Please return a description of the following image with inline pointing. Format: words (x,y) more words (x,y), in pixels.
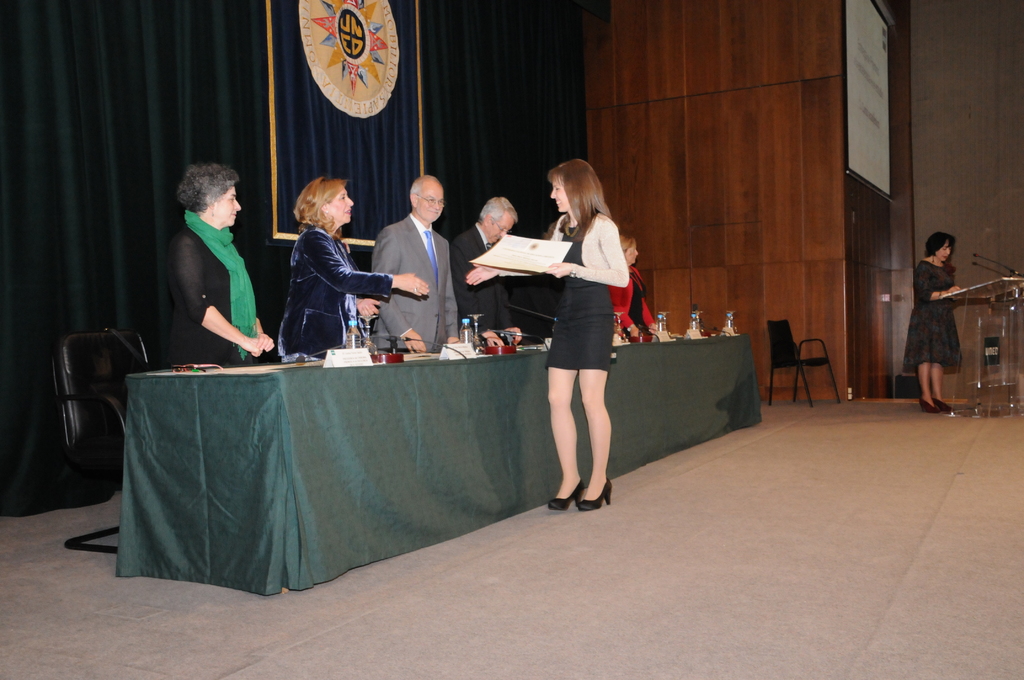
Here we can see few persons (567,422) on the floor (670,542). There is a woman (937,246) standing in front of a mike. This is a podium (995,304) and there are chairs (79,331). Here we can see a table (414,428). On the table (384,432) there is a cloth (383,465), bottles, and glasses (621,327). In the background (649,16) we can see curtains (92,172), frame (882,38), and wall (816,196).
